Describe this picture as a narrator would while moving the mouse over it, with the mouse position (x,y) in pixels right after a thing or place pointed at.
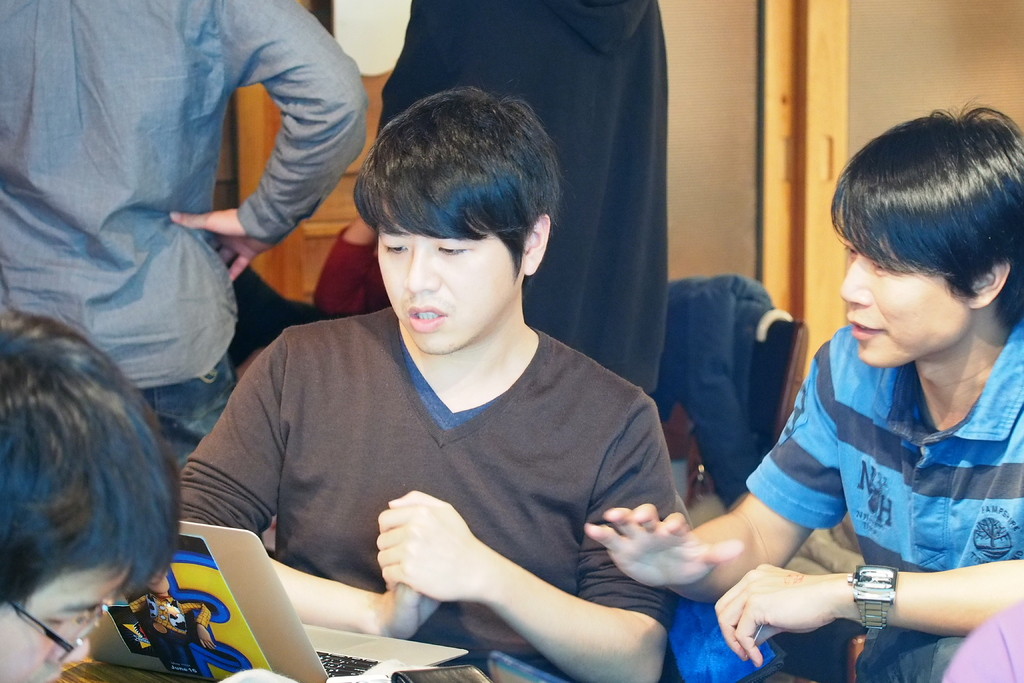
In this image, we can see persons (903,478) wearing clothes (562,250). There is a laptop (334,630) at the bottom of the image (357,639).
